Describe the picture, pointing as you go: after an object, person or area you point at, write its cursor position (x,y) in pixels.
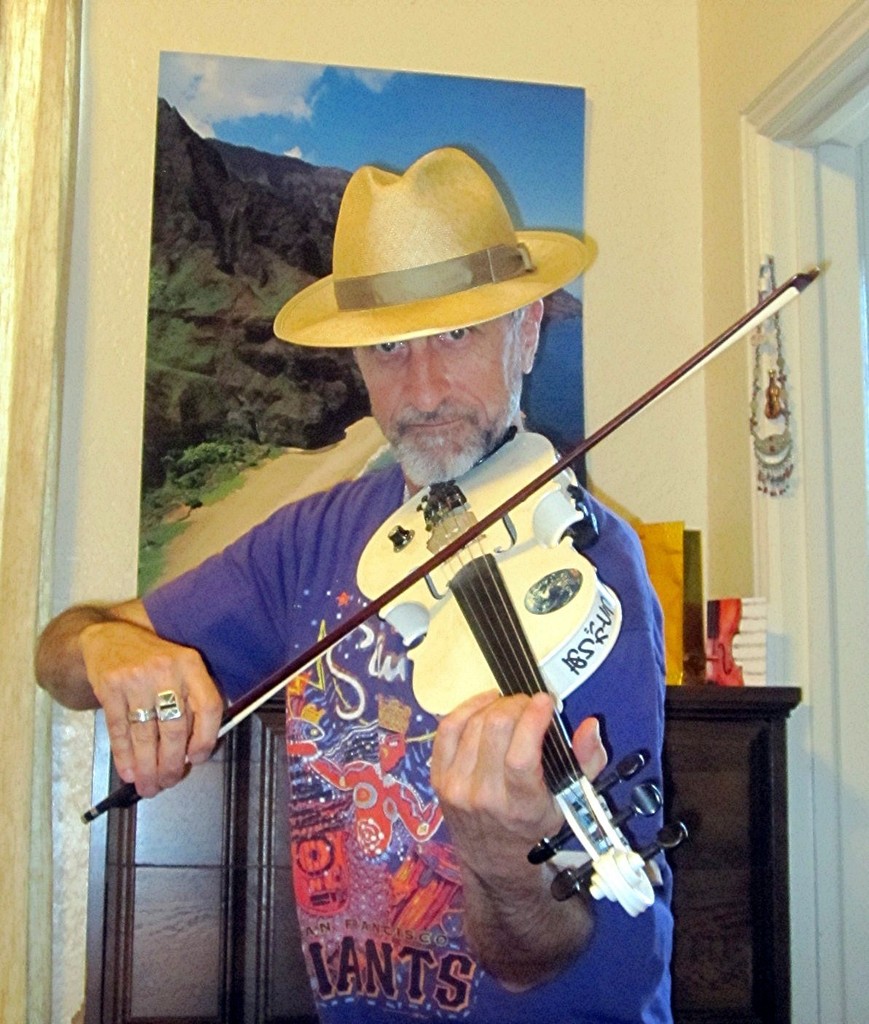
In this picture we have a man (477,791) standing and playing a violin (567,655) and in the background (551,103) we have a frame (359,378) attached to a wall (225,22) and a table (763,840).
